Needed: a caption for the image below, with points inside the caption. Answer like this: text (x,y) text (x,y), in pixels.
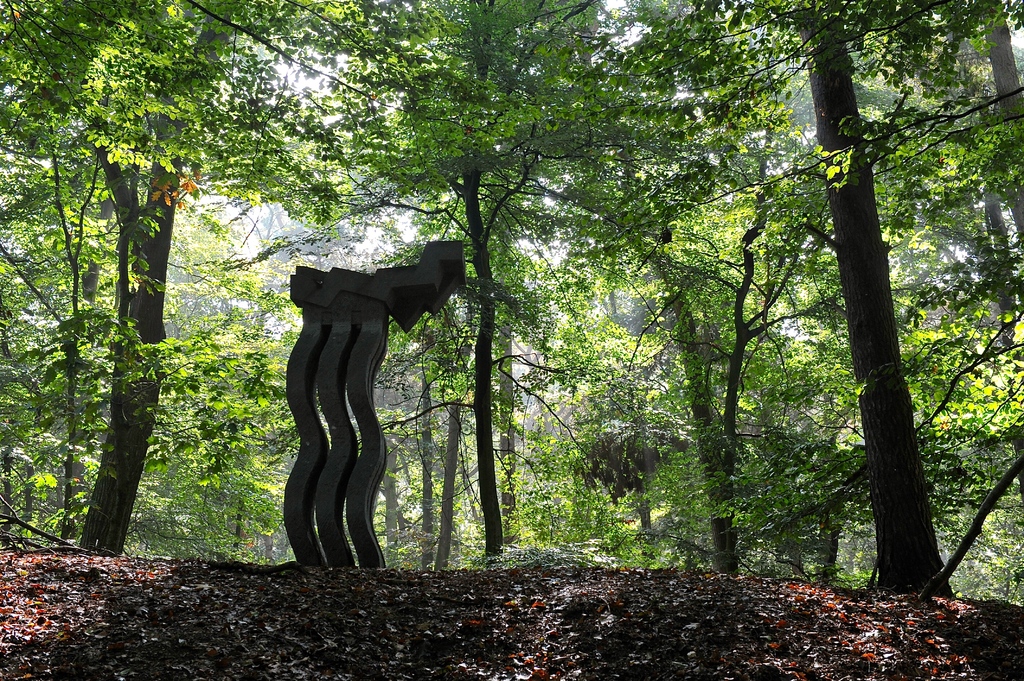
In this image I can see a sculpture (351,496) in the front (298,421) and behind it I can see number of trees (144,47).
